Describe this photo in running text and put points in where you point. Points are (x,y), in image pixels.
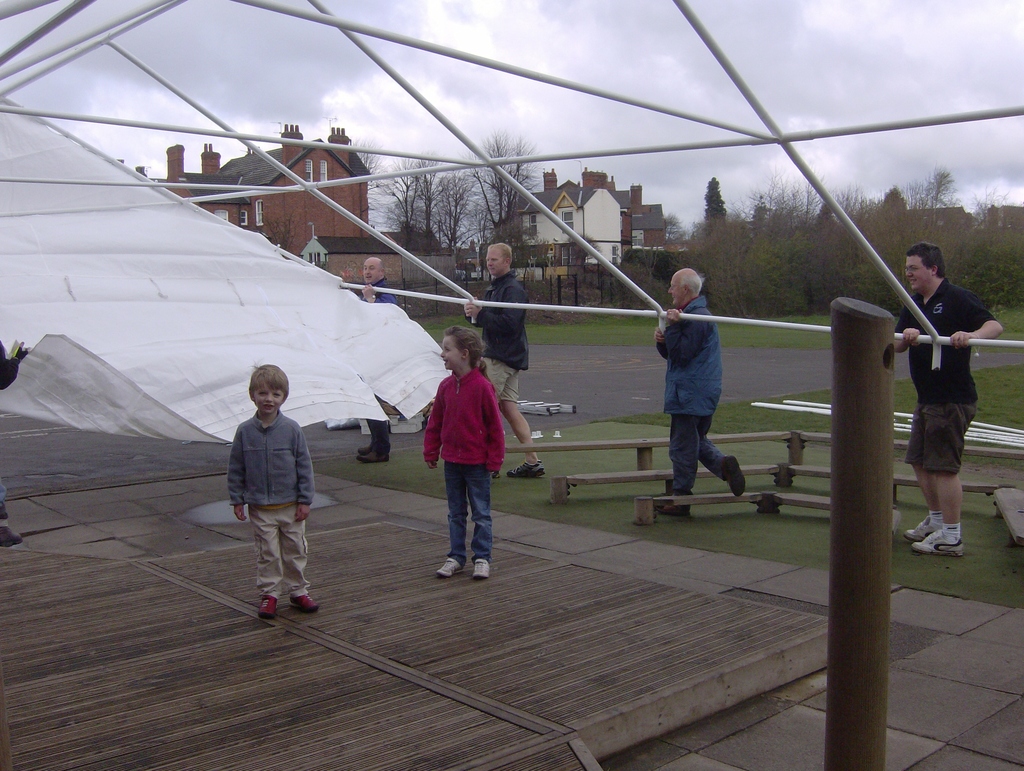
In this image people (913,434) are standing on the surface of the grass (895,382) by holding the tent (301,297). At the background (281,244) there are buildings (657,218), trees (734,231) and sky (803,83).
